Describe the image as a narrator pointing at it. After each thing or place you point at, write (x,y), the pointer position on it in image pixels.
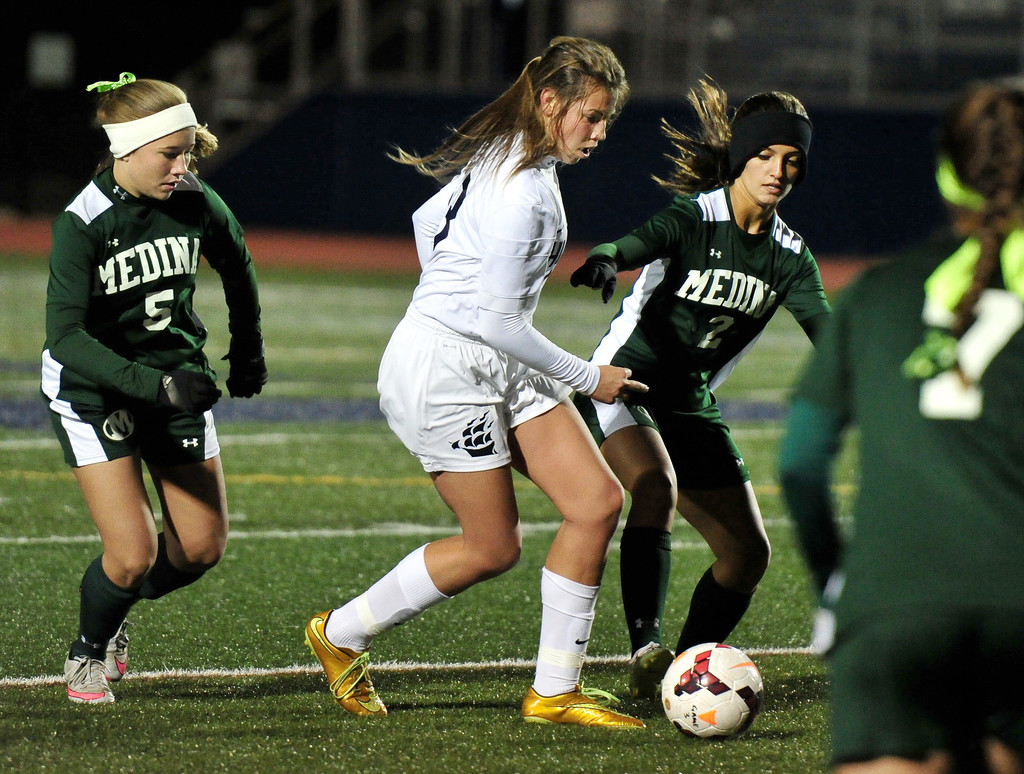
In this picture we can see four persons (651,478) playing with the ball (707,707) in the ground (311,720) and this is grass (305,489).
